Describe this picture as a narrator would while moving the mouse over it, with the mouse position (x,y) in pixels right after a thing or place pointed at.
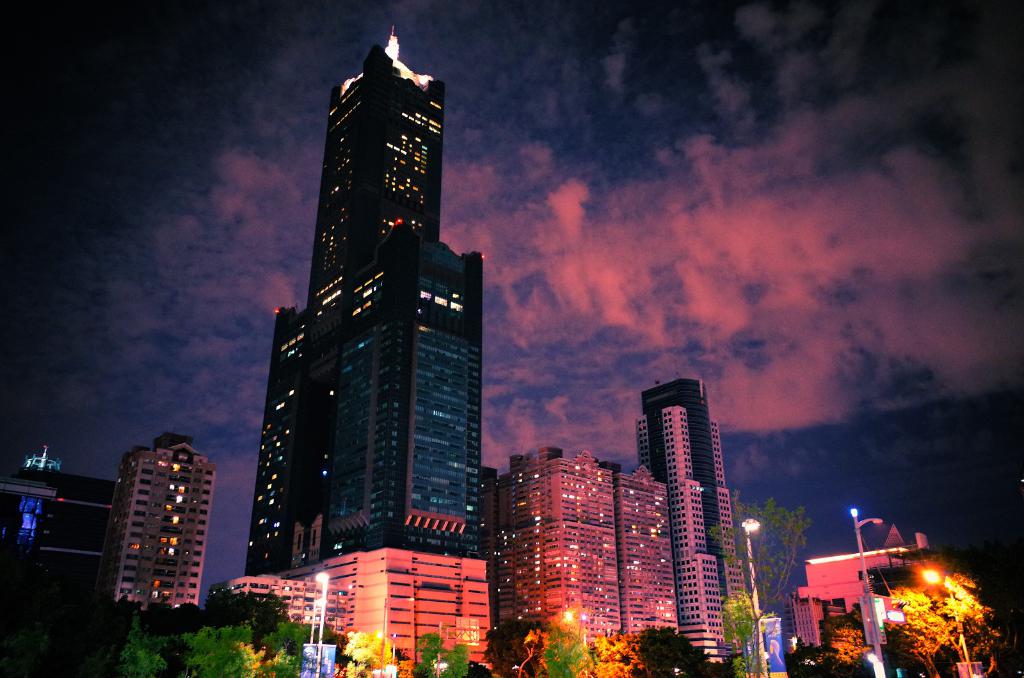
In this image there are buildings (420,508) and skyscrapers (648,468). At the bottom (174,634) there are trees (923,621) and street light poles (750,567). At the top (228,132) there is the sky (275,94).
